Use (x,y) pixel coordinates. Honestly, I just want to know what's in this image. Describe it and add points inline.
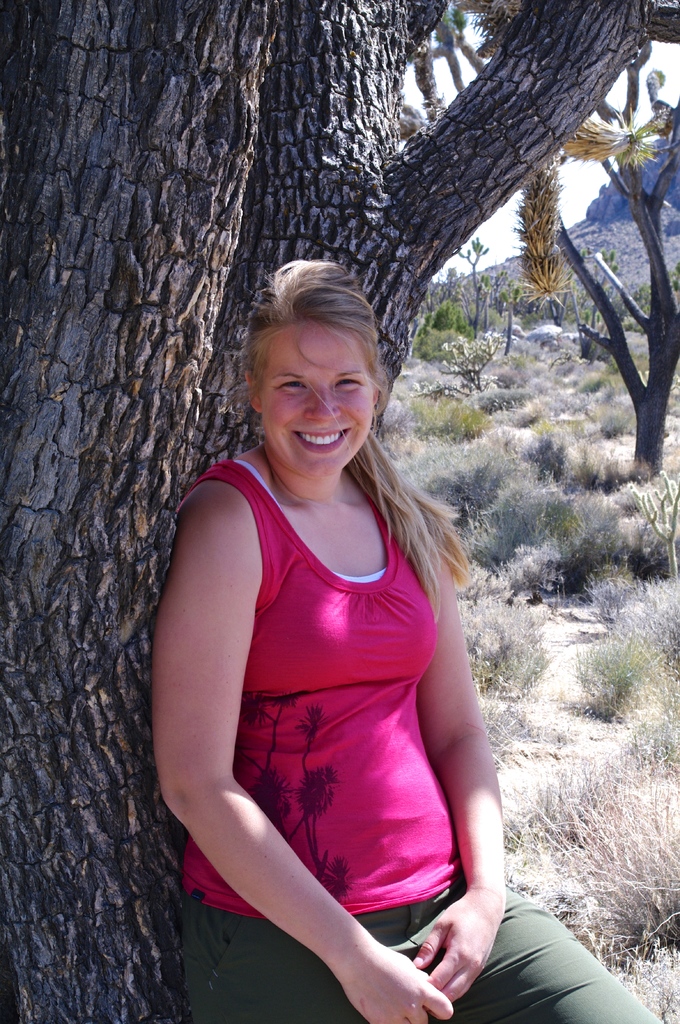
In this image we can see a lady (341,523) posing for a picture, behind her there are trees (458,122) and in the background (445,392) there are mountains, trees (426,299), plants (436,382) and bushes (511,475).
